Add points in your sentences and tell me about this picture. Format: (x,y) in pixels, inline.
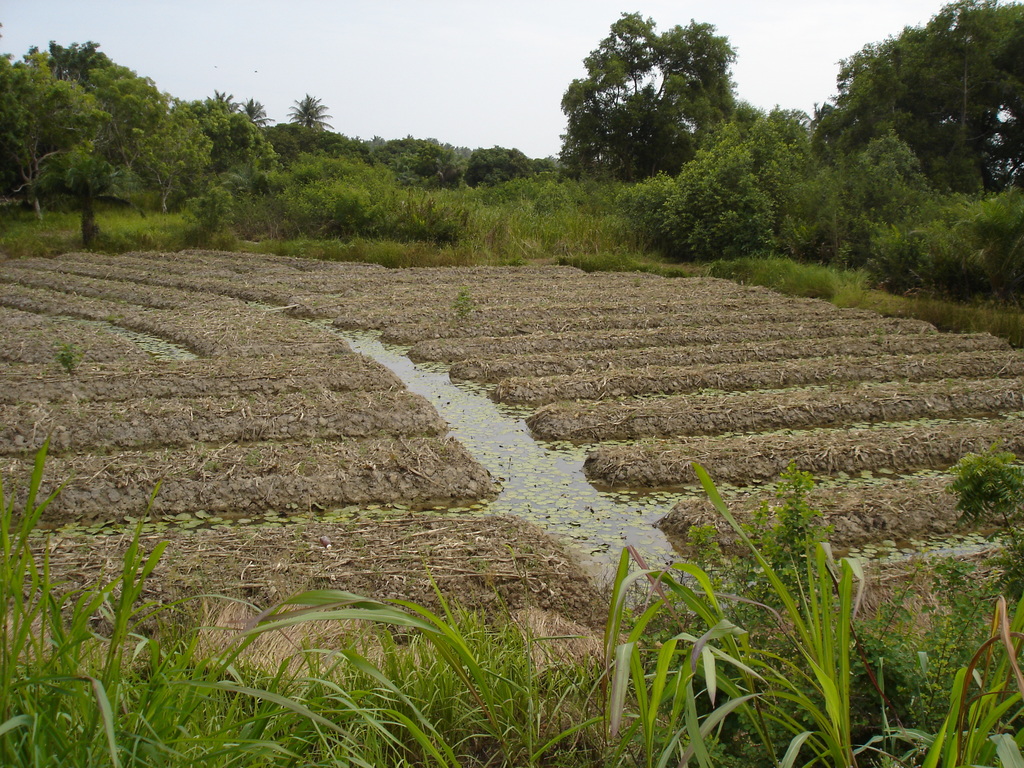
In this image, It looks like a field (659,322). These are the trees (160,153), plants (695,209) and the grass (654,662). At the top of the image (307,56), I can see the sky (498,29).
